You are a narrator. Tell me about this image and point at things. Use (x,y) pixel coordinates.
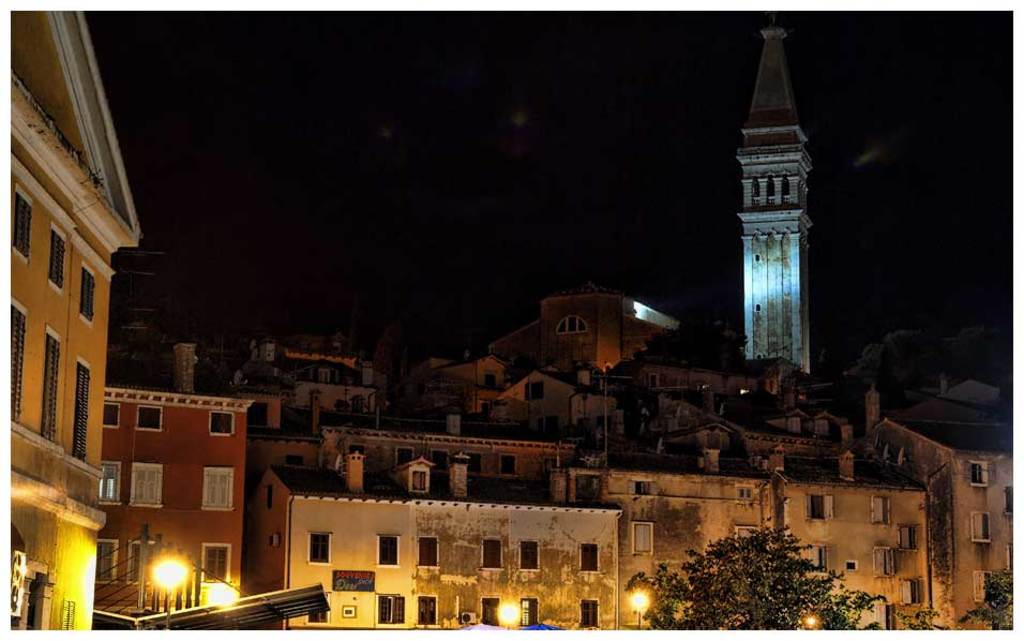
At the bottom of the picture (630,591), we see trees (788,594) and street lights (180,569). On the left side (107,333), we see a building (68,396) in yellow color. There are buildings (448,480) in the background (601,418). On the right side (767,351), we see a monument (752,237). In the background (310,162), it is black in color. This picture might be clicked in the dark.
